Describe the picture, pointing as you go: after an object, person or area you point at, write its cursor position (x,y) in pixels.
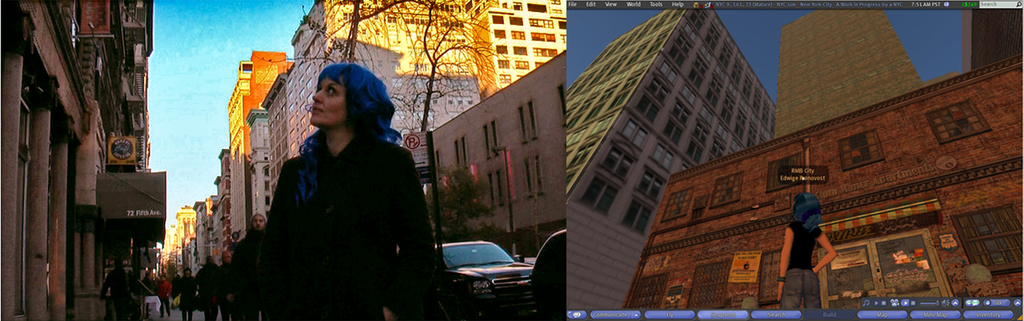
This image is a collage image. To the right side of the image (759,172) is an edited image. To the left side of the image (323,309) there is a lady (300,262) standing and there are people (216,281) walking. There are buildings (232,149), sky (232,16).
